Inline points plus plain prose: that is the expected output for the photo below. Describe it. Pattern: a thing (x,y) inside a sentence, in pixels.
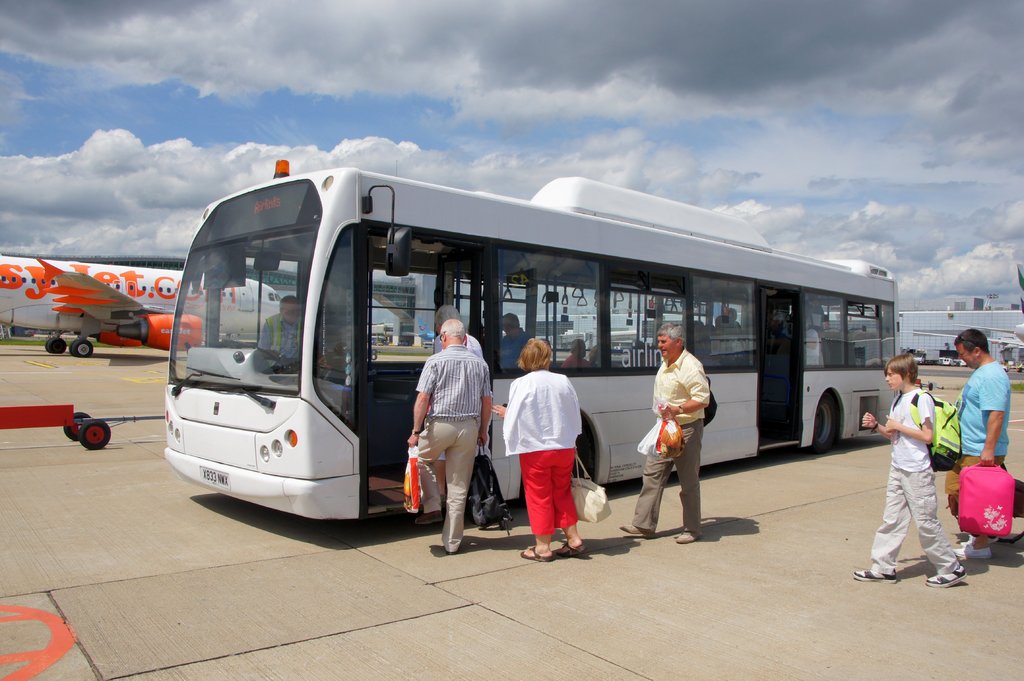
This picture is clicked outside. On the right (895,490) we can see the group of people (899,464) holding some objects (974,470) and walking on the ground (788,467). In the center (354,241) there is a white color bus (756,342) parked on the ground (238,533). In the background (132,125) there is a sky (144,197) which is full of clouds (187,212) and there is an airplane (111,284) standing on the ground (80,375) and we can see many other objects (943,322).
